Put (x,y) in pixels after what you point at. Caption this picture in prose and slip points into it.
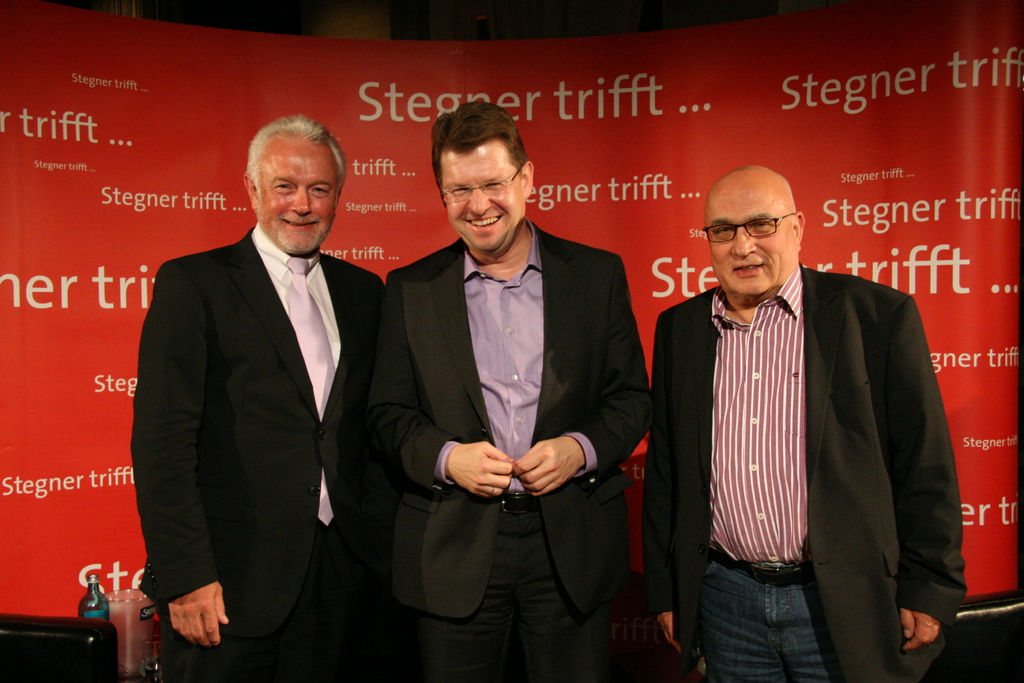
There are three men (234,316) standing and smiling, beside this man (219,312) we can see bottle (84,605) and glass (132,629). Behind these three men (191,580) we can see red banner (583,78).
